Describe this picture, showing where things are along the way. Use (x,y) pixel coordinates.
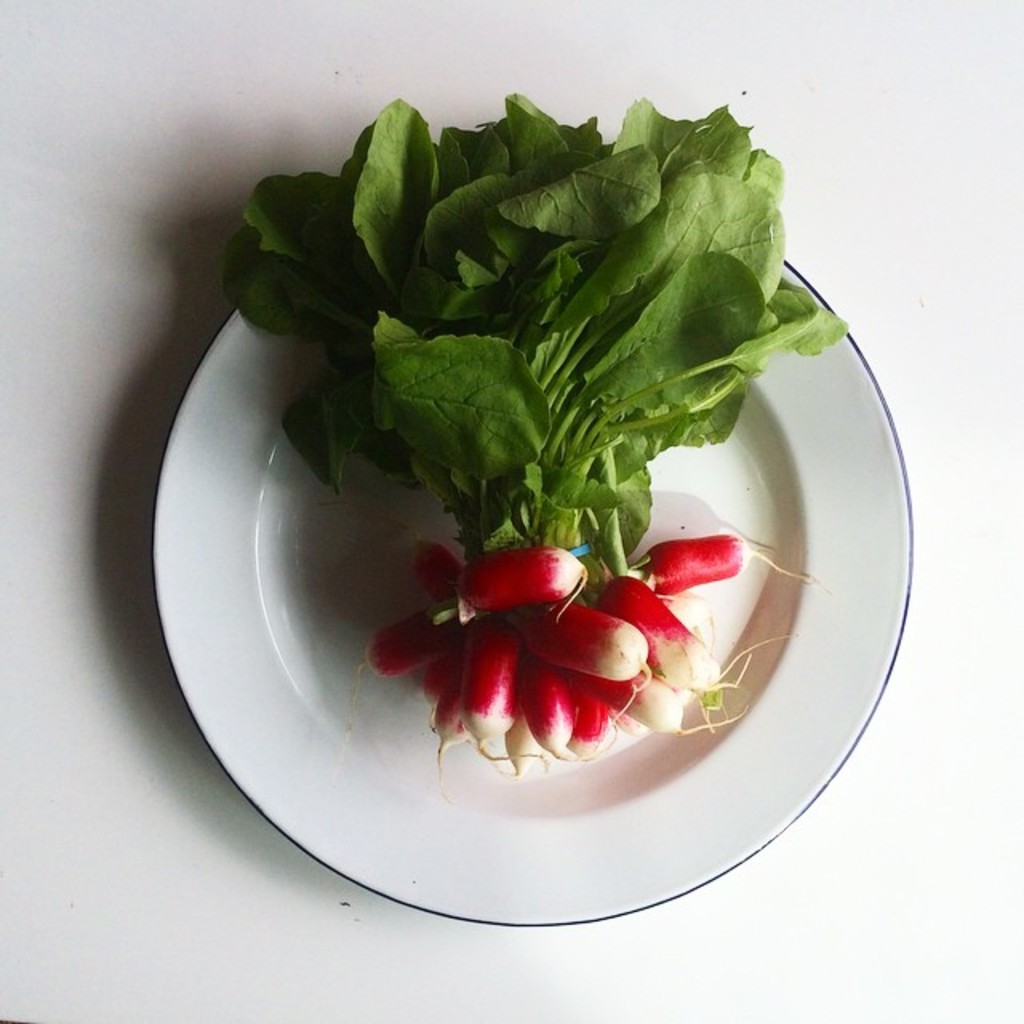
Here I can see a plate (790,589) which consists of few leaves (528,439) along with the root vegetables (554,592). This plate (300,648) is placed on a white surface (168,717).
